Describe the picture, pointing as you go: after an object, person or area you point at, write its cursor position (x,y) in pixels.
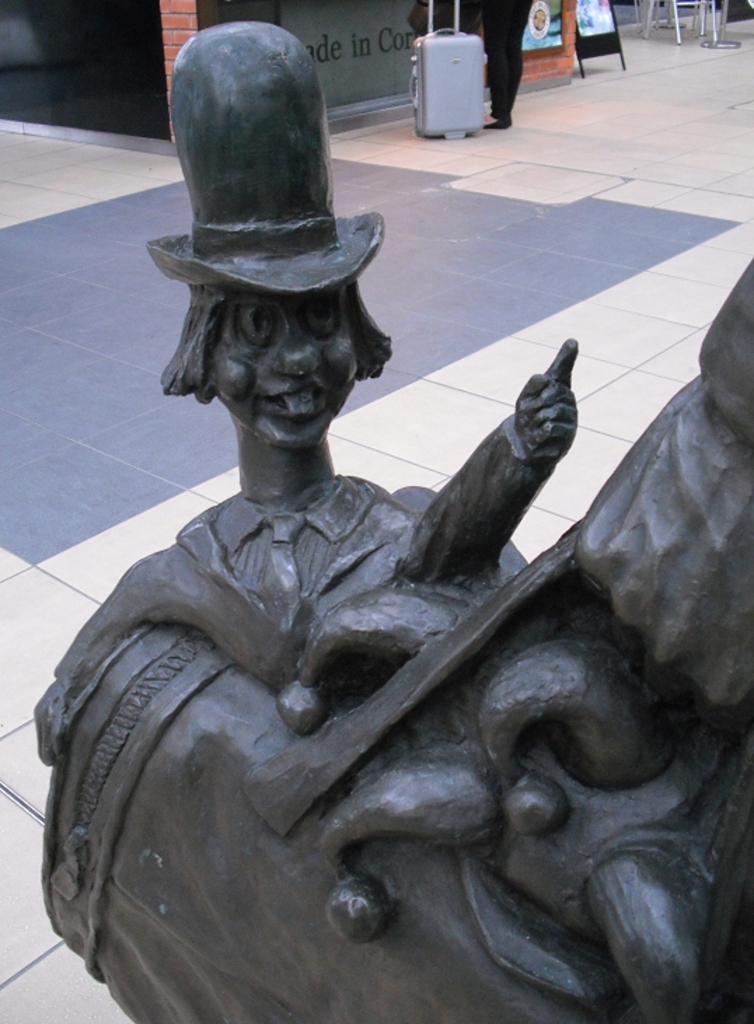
This picture is clicked indoors. This is a statue (305,517) of a person (297,272). Behind a statue (276,639), we see a person (511,48) standing and also suitcase (453,59) beside them. Behind them, we see a brick wall (187,29) and beside that, we see a glass (110,86).
